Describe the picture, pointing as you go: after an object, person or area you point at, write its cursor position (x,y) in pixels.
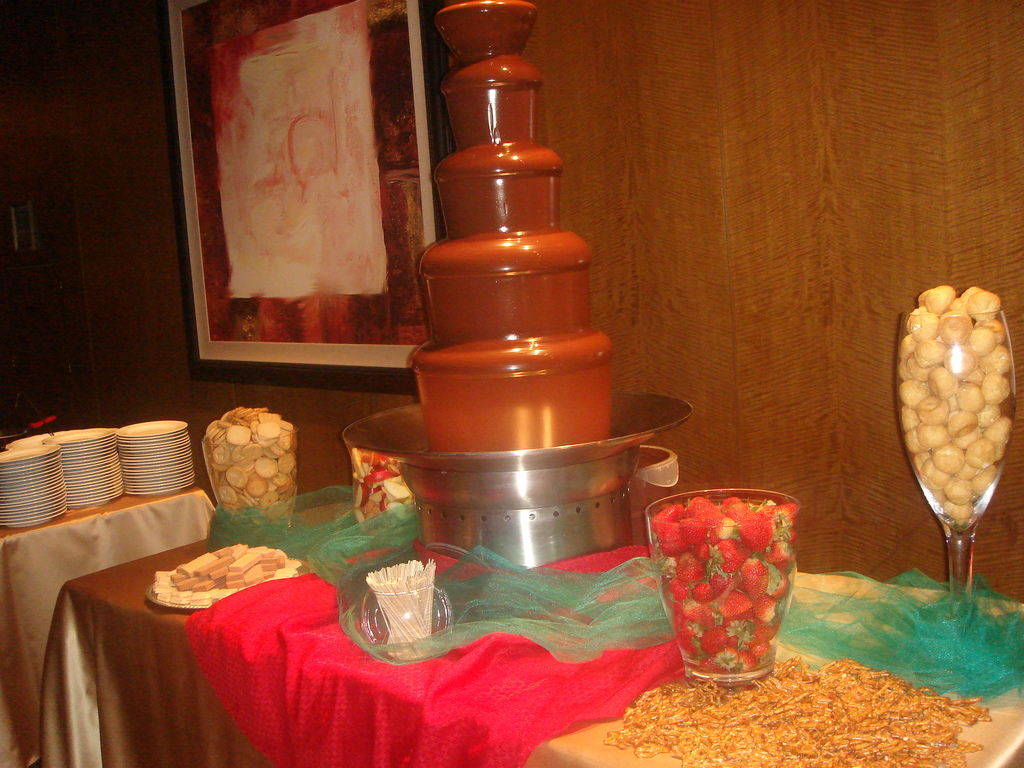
In this picture, we see a table (150,651) which is covered with a brown color sheet (150,667). On the table (282,637), we see a bowl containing strawberries (749,545), bowls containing eatables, chocolate fountain (607,513) and red color cloth (638,552). Beside that, we see a table (136,496) on which plates (179,485) are placed. In the background (678,234), we see a wooden wall (663,226) on which photo frame (335,200) is placed.
